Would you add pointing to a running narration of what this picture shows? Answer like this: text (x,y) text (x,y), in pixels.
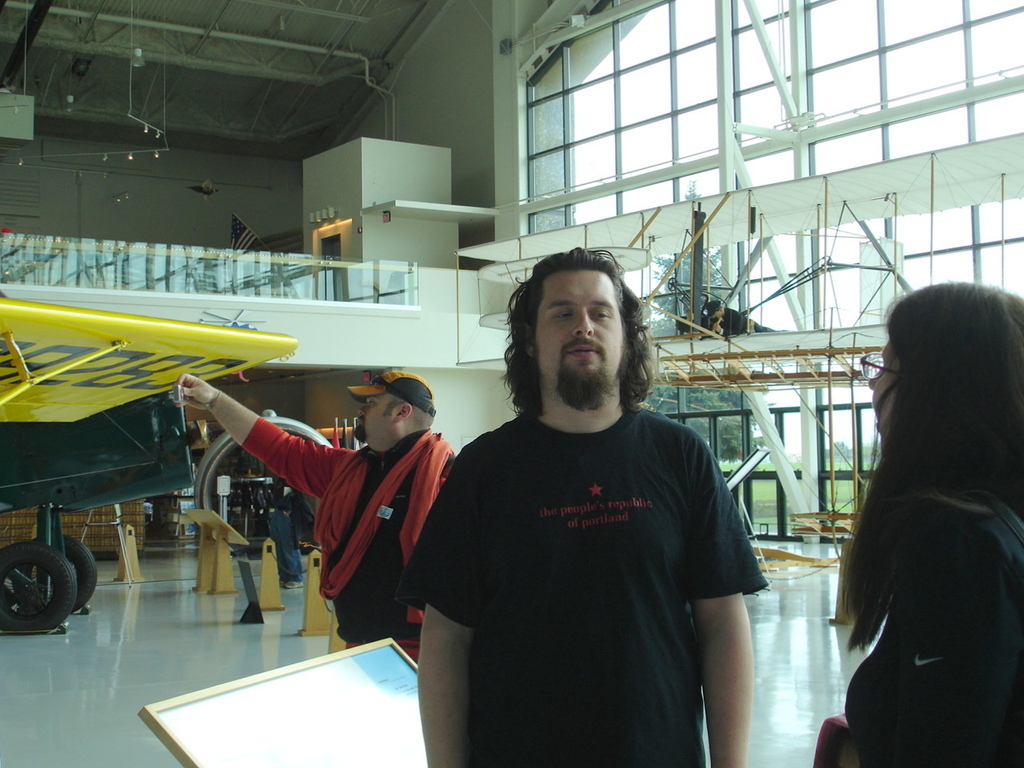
In this picture we can see some people (341,615) standing on the floor (307,650), board (254,692), vehicle (33,502), board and a man (713,302) lying on a platform (741,344) and in the background (656,279) we can see trees (725,405), sky (789,433).
